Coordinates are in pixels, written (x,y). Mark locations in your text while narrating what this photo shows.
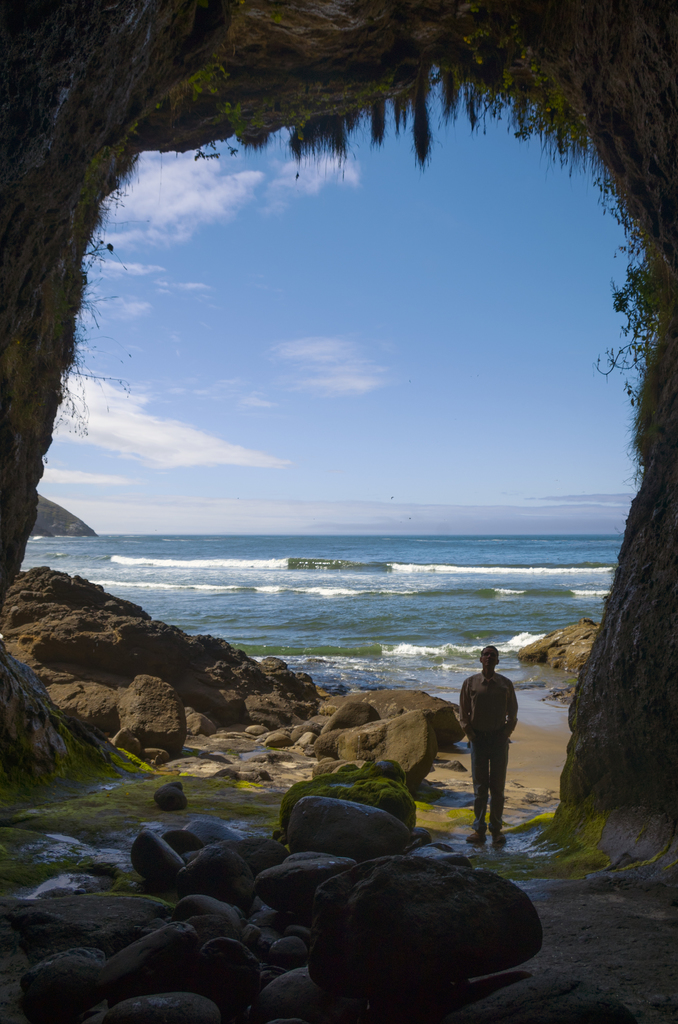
In this picture there is a person (476,712) standing in the right corner (472,691) and there are few rocks (328,719) in front of him and there is water (367,556) in the background (367,586).
